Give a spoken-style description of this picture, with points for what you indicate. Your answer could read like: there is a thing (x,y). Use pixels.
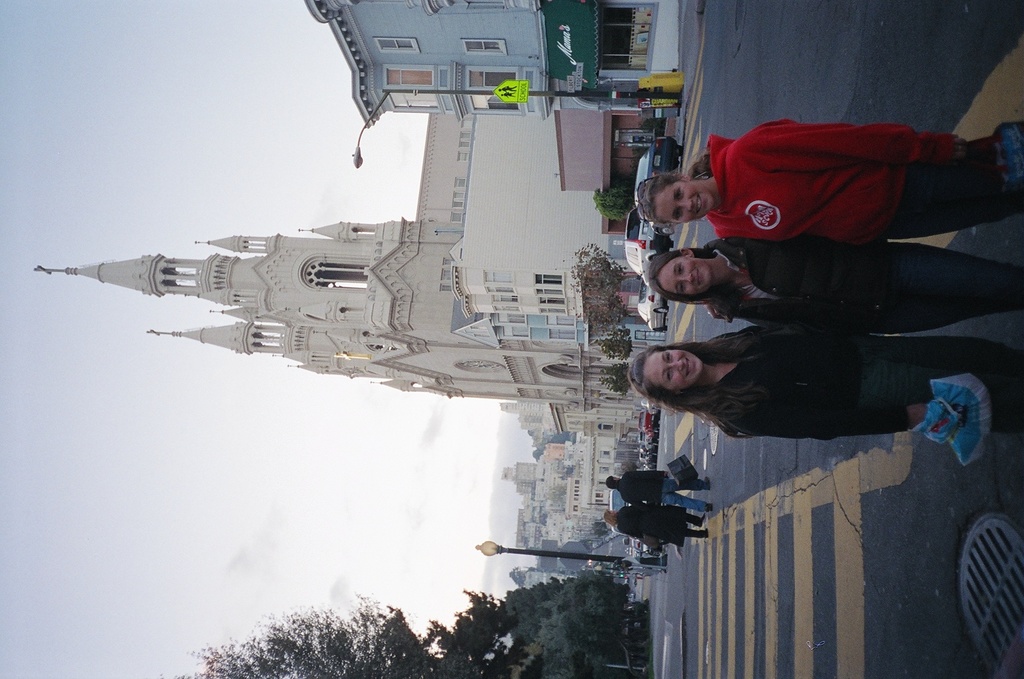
In this image on the right side (852,326), I can see some people (781,281). At the top (495,183) I can see the buildings (508,262).
